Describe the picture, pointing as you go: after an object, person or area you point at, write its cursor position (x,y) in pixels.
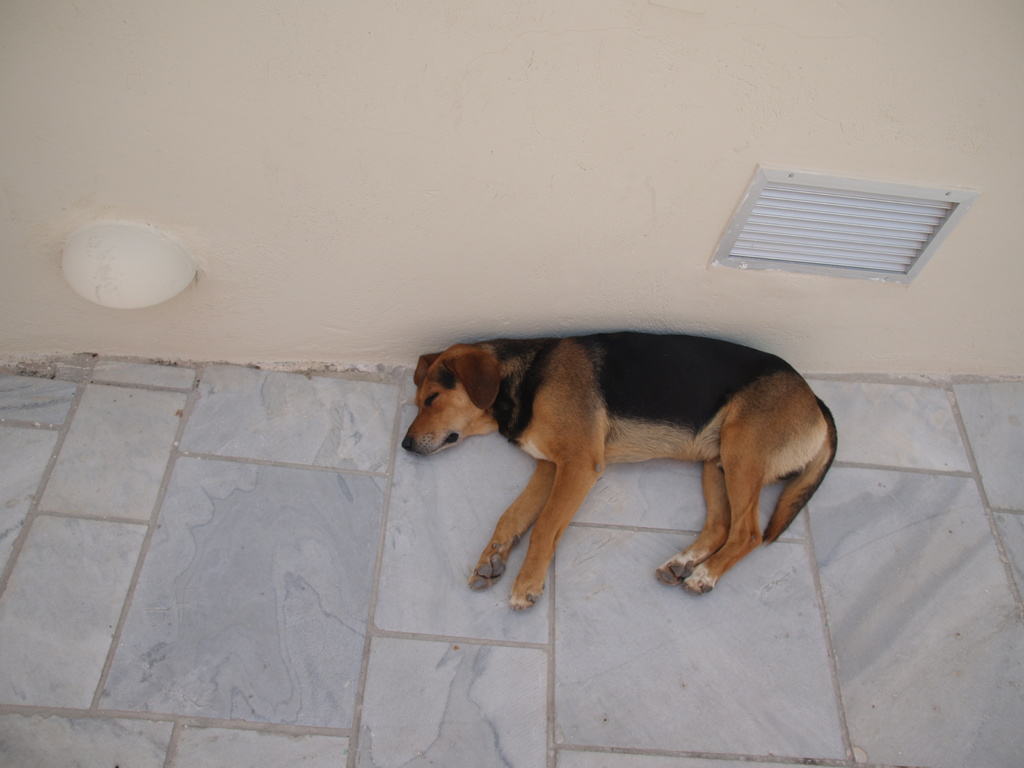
In this image we can see a dog (516,518) sleeping on the floor (472,543) at the wall (584,76) and there is an object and a window blind (920,196) on the wall (893,174).
